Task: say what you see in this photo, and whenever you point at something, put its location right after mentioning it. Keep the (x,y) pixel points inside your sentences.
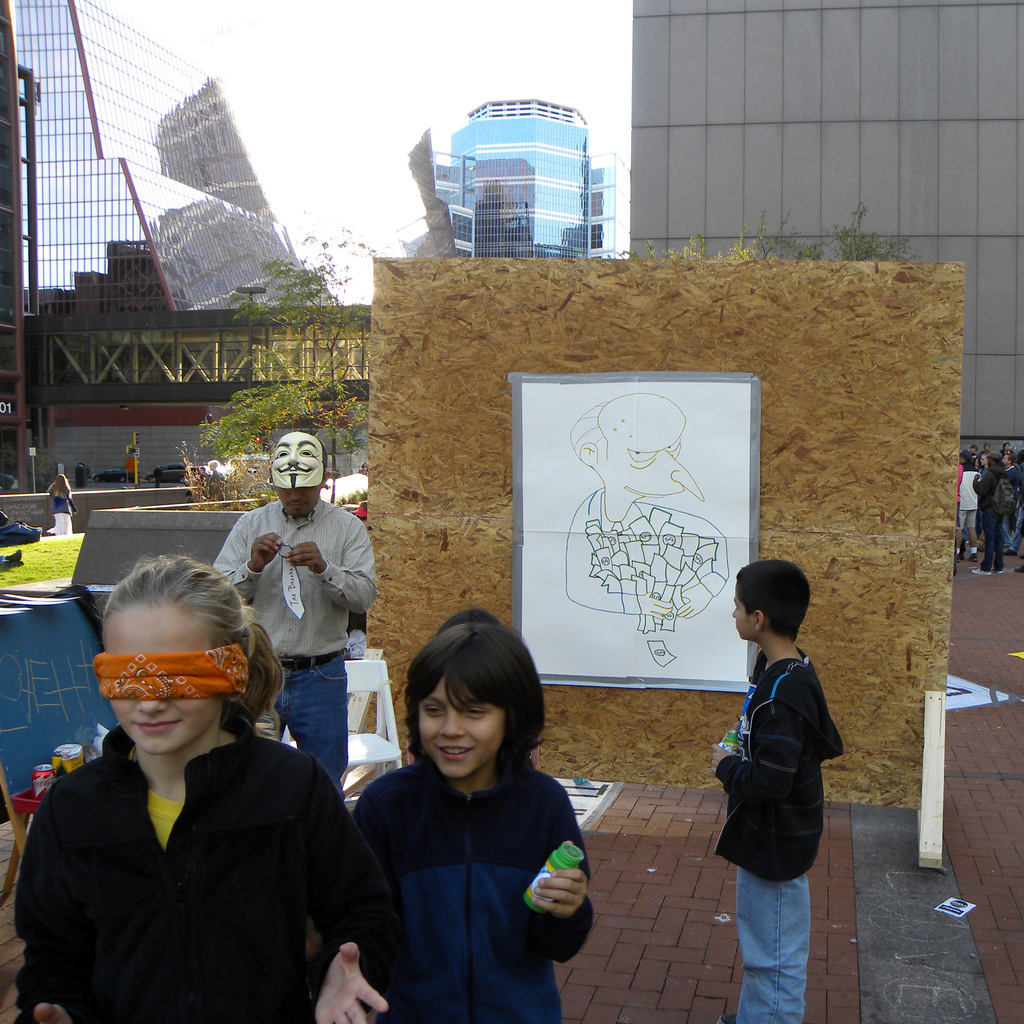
In this image I see 3 children (131,998) and a man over here who is holding a paper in his hands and I see a mask (303,453) on his head (311,487) and I see that these both are holding a thing (730,749) in their hands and I see the path (688,827). In the background (740,517) I see a paper (712,604) on which there is a sketch (653,467) of a cartoon (669,473) and I see people (992,556) and I see the buildings (988,239) and the sky (498,66).
